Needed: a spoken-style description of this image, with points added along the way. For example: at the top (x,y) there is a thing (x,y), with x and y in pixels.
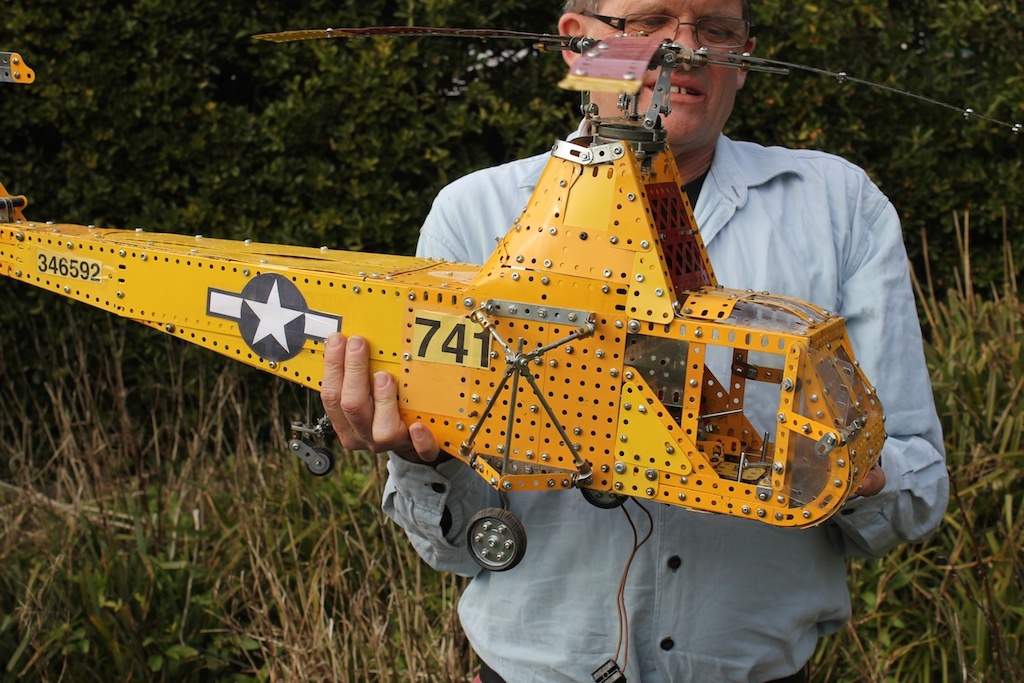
In this picture there is person (682,580) standing and holding the artificial helicopter (682,429). At the back (117,108) there are trees (356,80). At the bottom (405,638) there are plants (225,557).
